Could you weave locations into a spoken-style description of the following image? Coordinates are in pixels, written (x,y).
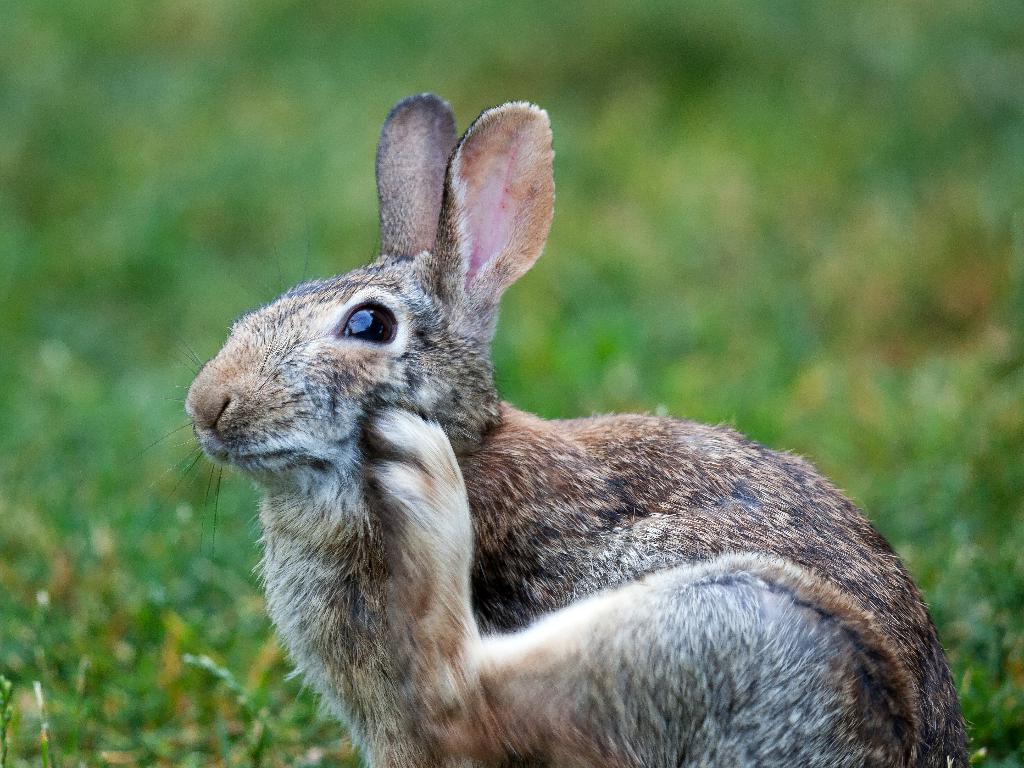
In the picture there is a rabbit (358,284) present on the grass (253,552).
